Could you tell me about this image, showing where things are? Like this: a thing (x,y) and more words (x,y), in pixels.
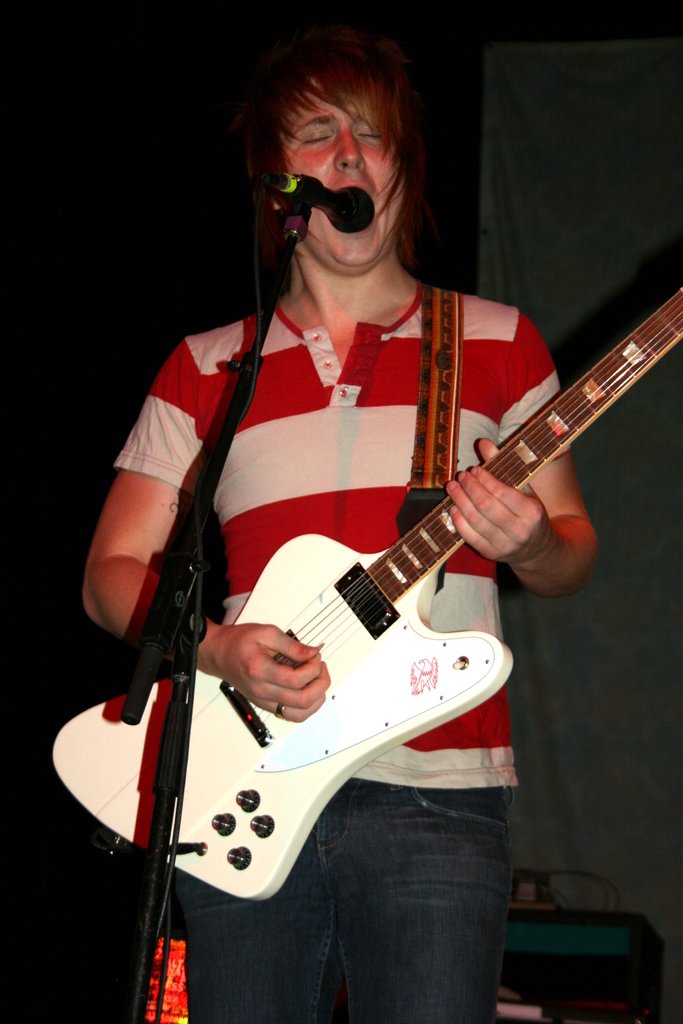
In this image we can see a person (281,383) holding a guitar (378,688) and playing it. There is a mic (342,195) in front of him through which he is singing.
